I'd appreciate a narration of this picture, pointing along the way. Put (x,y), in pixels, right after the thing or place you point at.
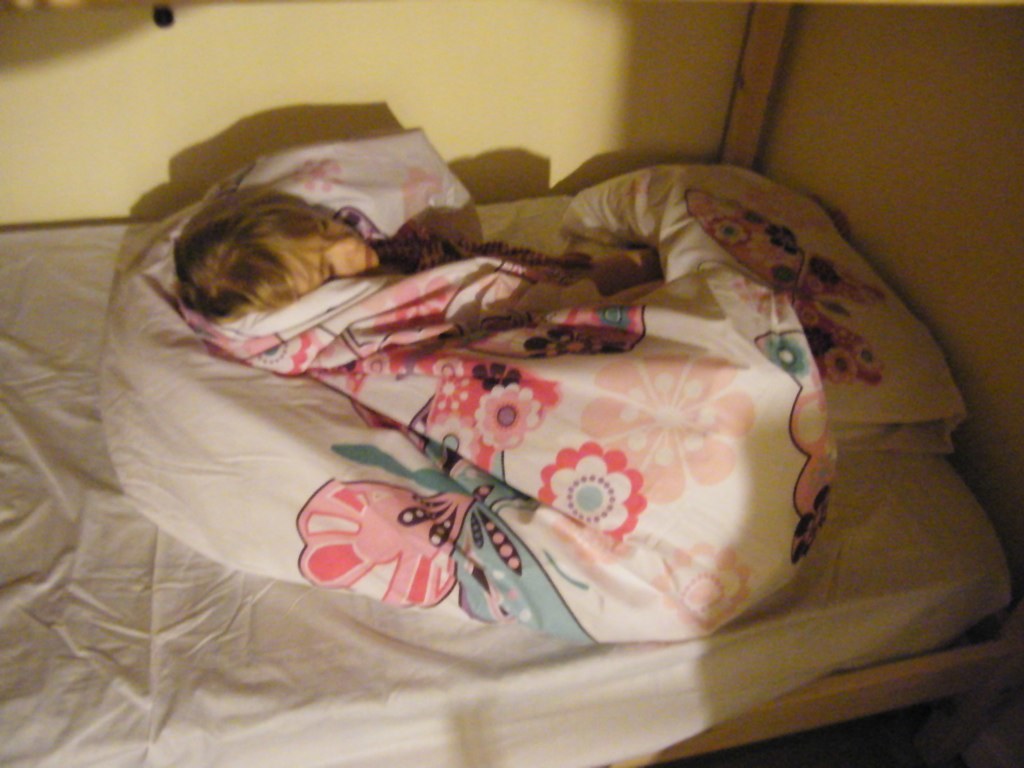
This picture is of inside. In the center (413,444) we can see a person (368,263) covered in a blanket (398,395) and lying on the bed (347,634). On the right (790,218) there is a pillow (838,330) placed on the top of the bed (920,574). In the background (397,59) we can see a wall (162,104).
